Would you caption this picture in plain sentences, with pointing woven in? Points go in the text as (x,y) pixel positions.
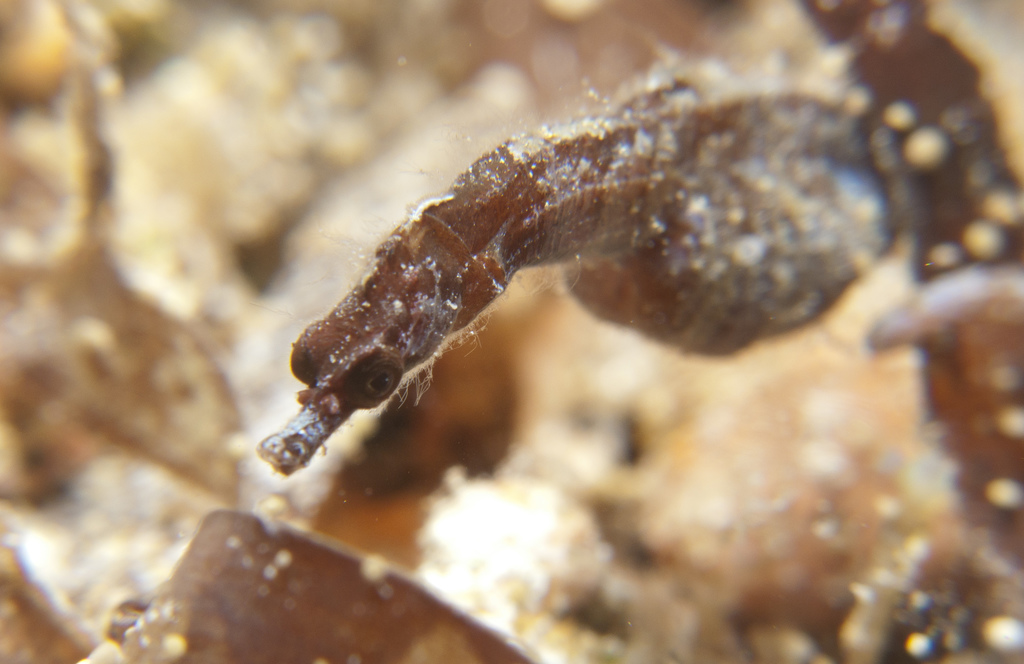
In this image there is a seahorse (462,267). The background (330,17) is blurry.
